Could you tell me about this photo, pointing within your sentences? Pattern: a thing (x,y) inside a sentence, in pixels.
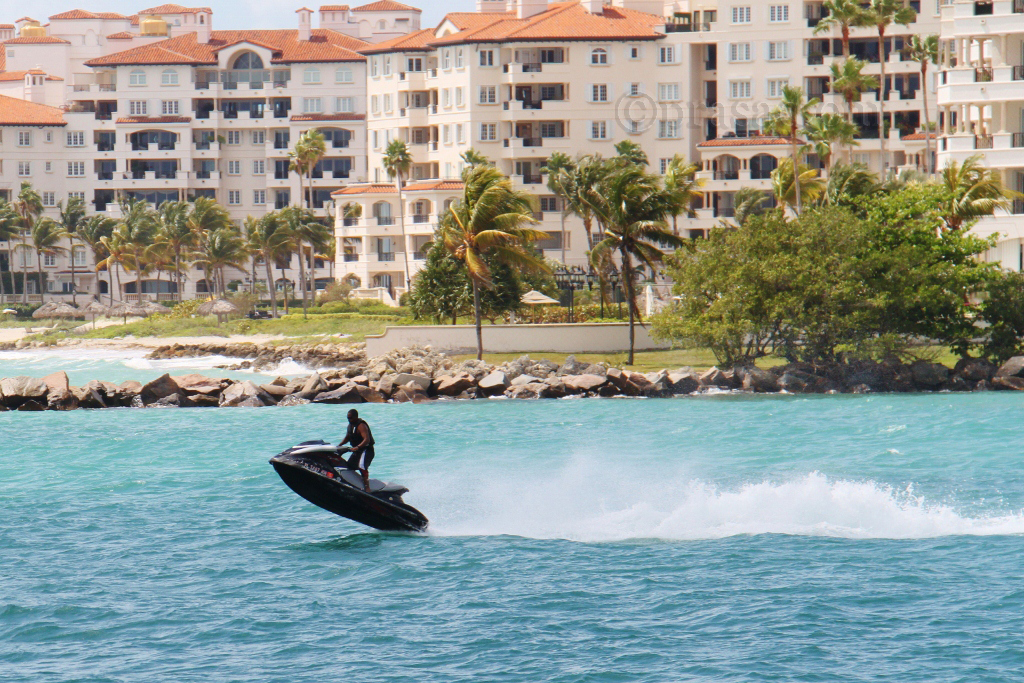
In this image I can see the person (355,448) riding the speed boat (308,490). The boat (309,479) is in black color. And the person (365,456) is on the water (469,554). To the side I can see the rocks (403,388) and many trees (890,314). In the background (527,155) there is a building (465,62) and the sky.
